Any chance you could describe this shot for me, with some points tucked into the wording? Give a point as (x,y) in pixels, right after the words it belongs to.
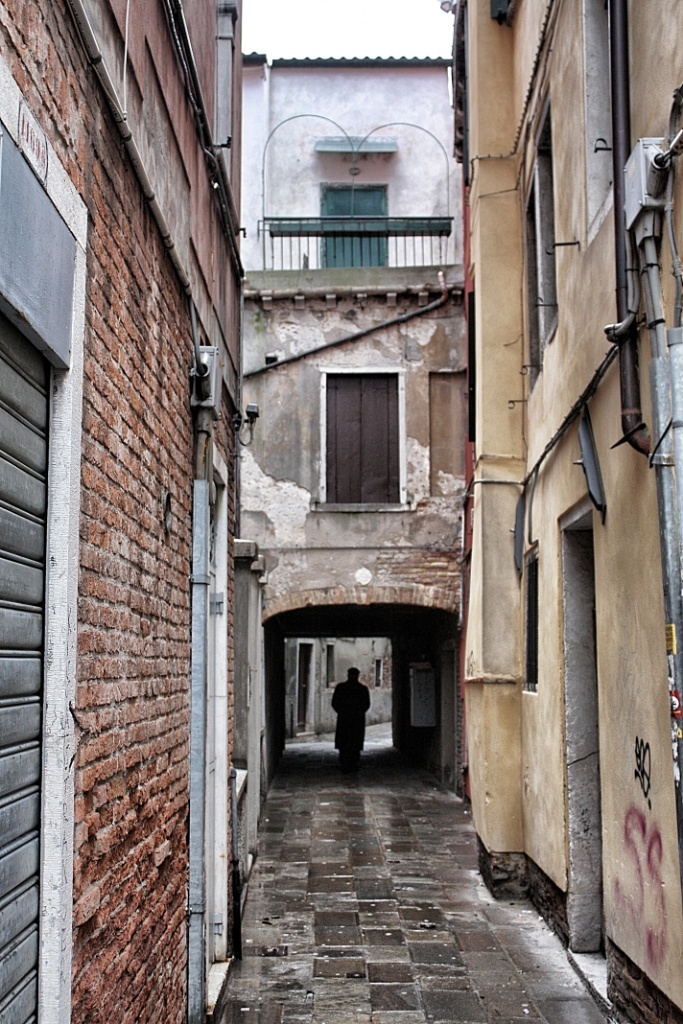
There is a person (357,742) in the lane (422,784). There are buildings (163,537). There is a shutter (32,680) on the left (42,494). There are pipes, red brick walls (166,270) and fence (410,267).
